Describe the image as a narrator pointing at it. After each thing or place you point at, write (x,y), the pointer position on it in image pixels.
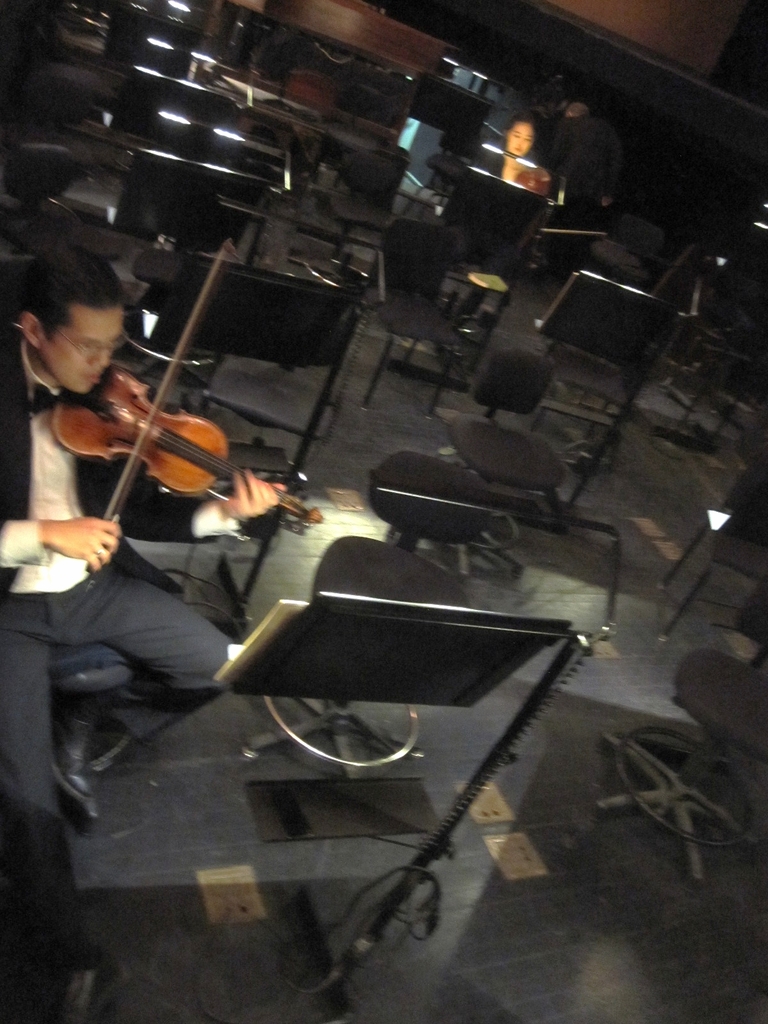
Here a man (134,608) is playing violin (109,390) by looking at the book (227,670). In the background (408,251) there are few people (583,124), chairs (418,261).
